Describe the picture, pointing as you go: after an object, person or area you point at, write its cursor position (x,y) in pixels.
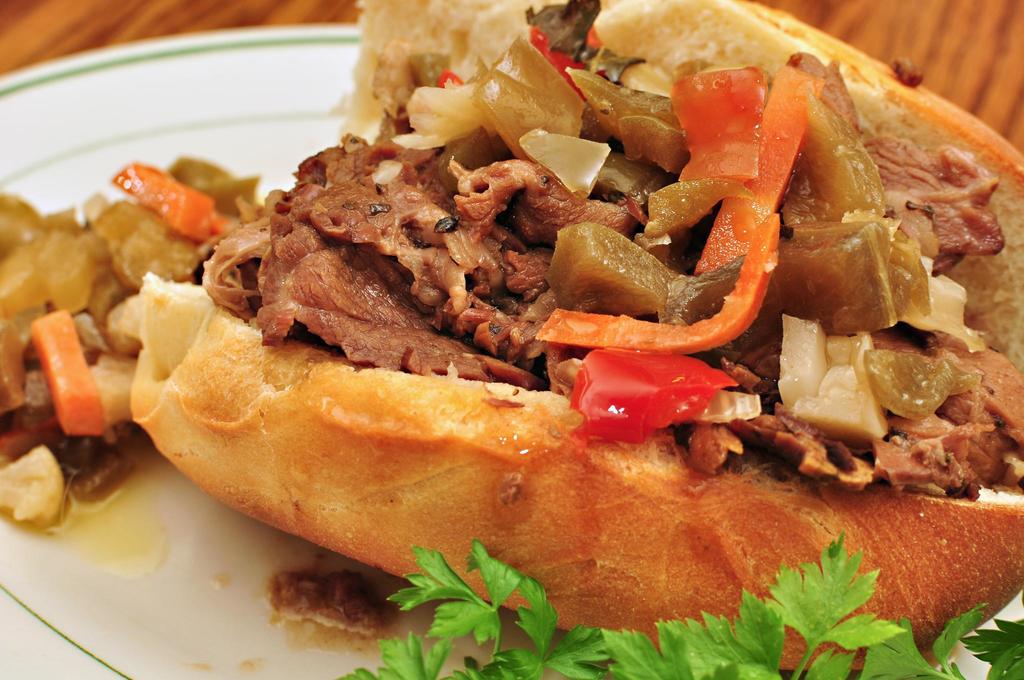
In the center of the image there is a table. On the table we can see a plate (222,81) contains food item (409,387).
